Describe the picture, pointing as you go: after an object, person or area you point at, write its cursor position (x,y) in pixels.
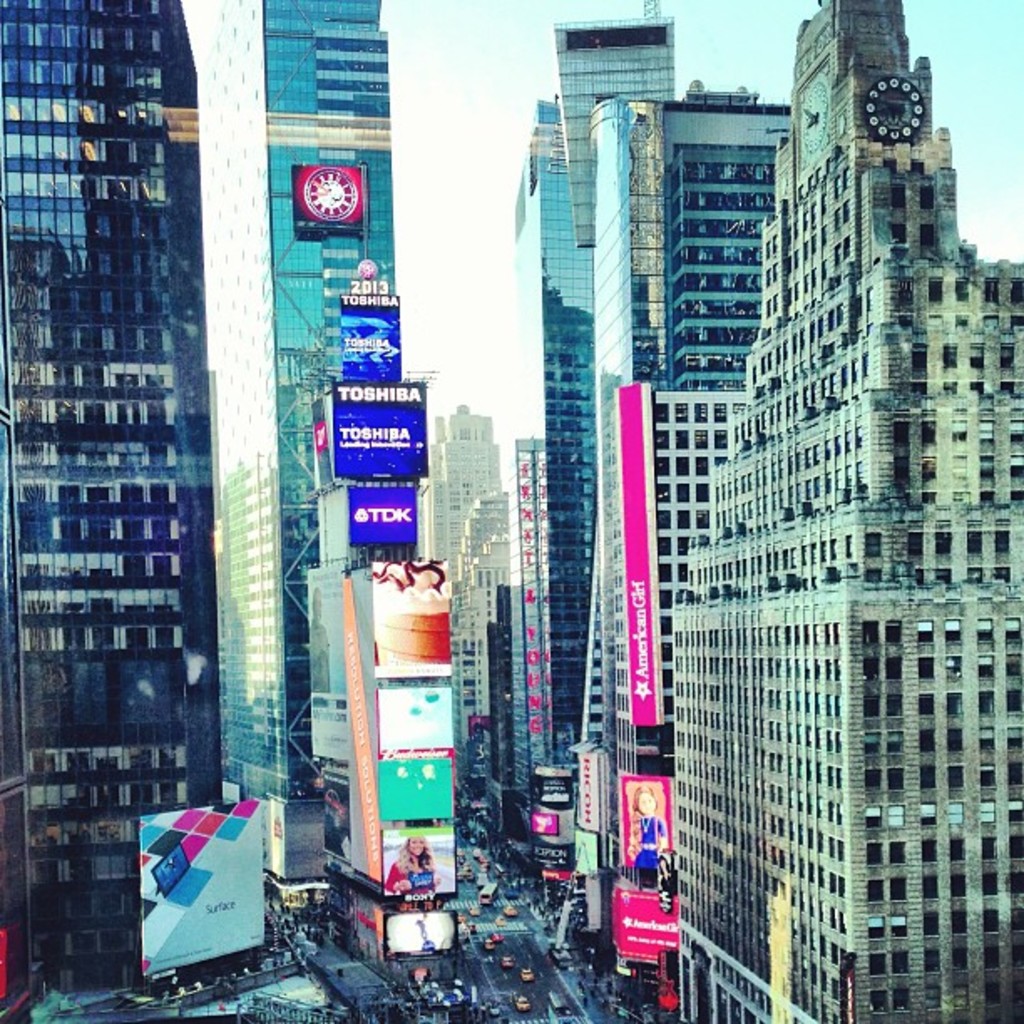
In this image I can see the road (538,982), number of vehicles (507,956) on the road (490,922), few buildings (477,587), few banners (370,786) and few screens (366,420). I can see a clock (345,193) to the building (292,204) and in the background (480,147) I can see the sky (464,149).
